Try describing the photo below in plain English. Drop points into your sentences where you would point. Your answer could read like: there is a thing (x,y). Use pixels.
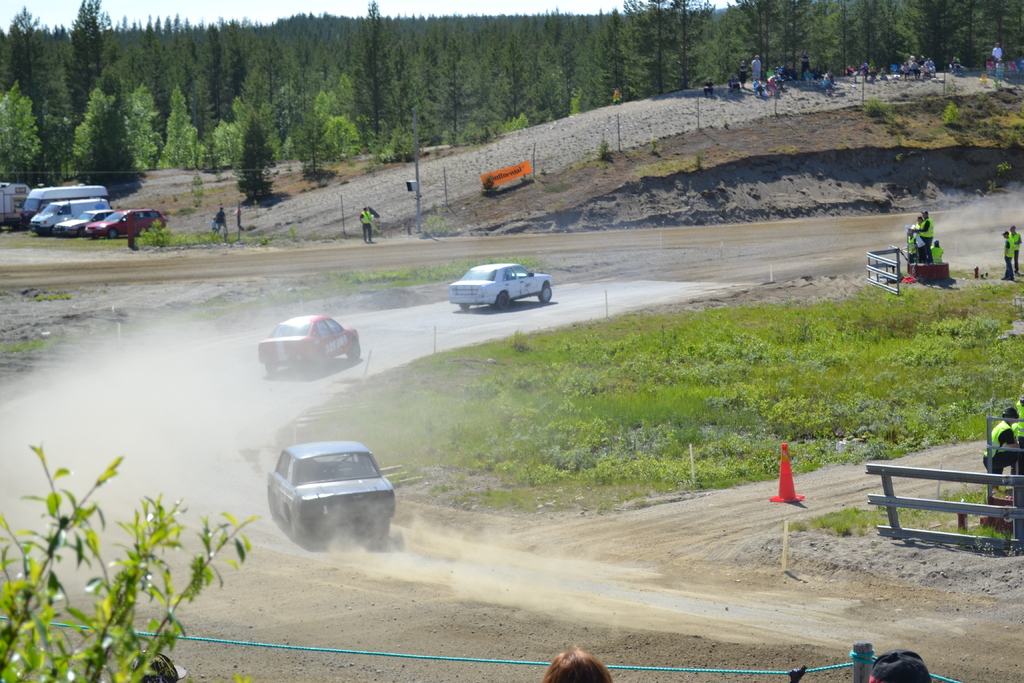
In the image in the center (544,286) we can see few vehicles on the road (385,349). And we can see grass (753,475), traffic pole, plant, fence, rope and few people (1013,414) were standing. In the background (505,34) we can see the sky (383,2), hill (262,221), fence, clouds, trees (34,139), few vehicles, few people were standing and few people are sitting.
